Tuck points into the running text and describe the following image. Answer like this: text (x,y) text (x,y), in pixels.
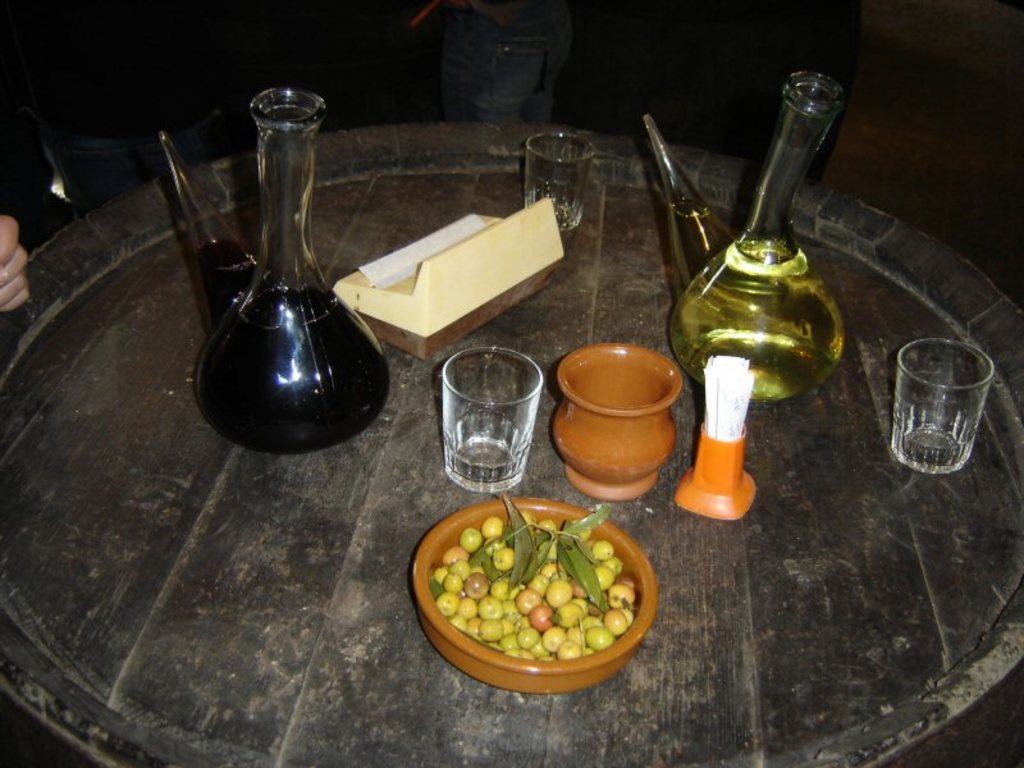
In this picture we can see a platform (684,696), on this platform (756,635) we can see beakers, glasses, pot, bowl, food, toothpick holder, wooden object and in the background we can see people legs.
